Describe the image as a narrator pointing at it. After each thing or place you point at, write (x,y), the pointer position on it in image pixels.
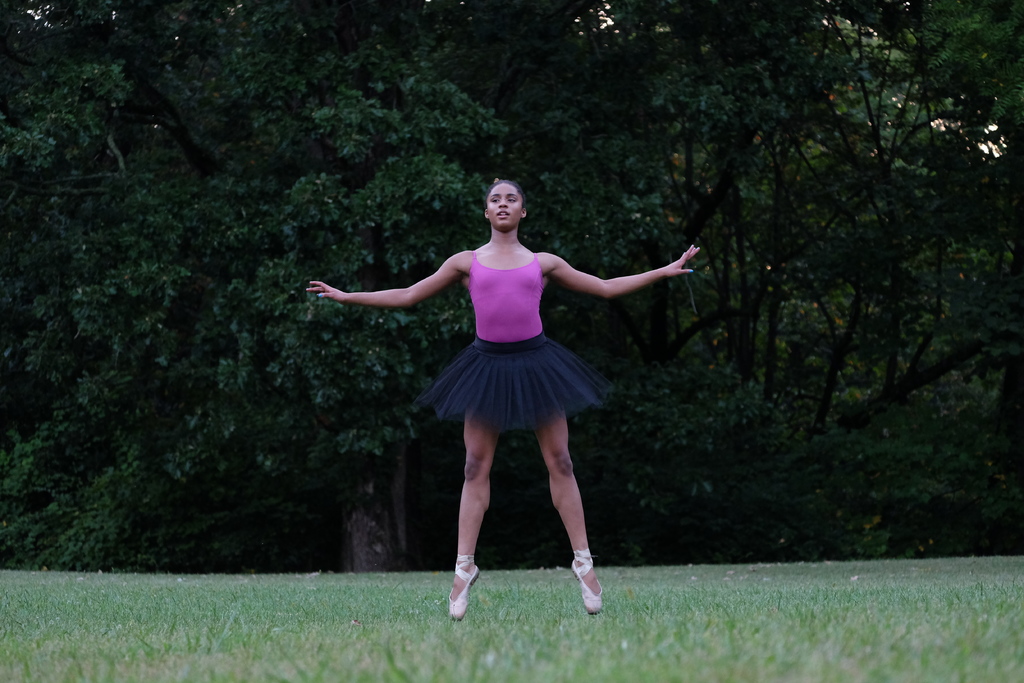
In the background (674,202) we can see trees (615,164). Here we can see a girl (561,495) wearing a black skirt (514,397) and standing on her toes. Here we can see grass (723,643).
